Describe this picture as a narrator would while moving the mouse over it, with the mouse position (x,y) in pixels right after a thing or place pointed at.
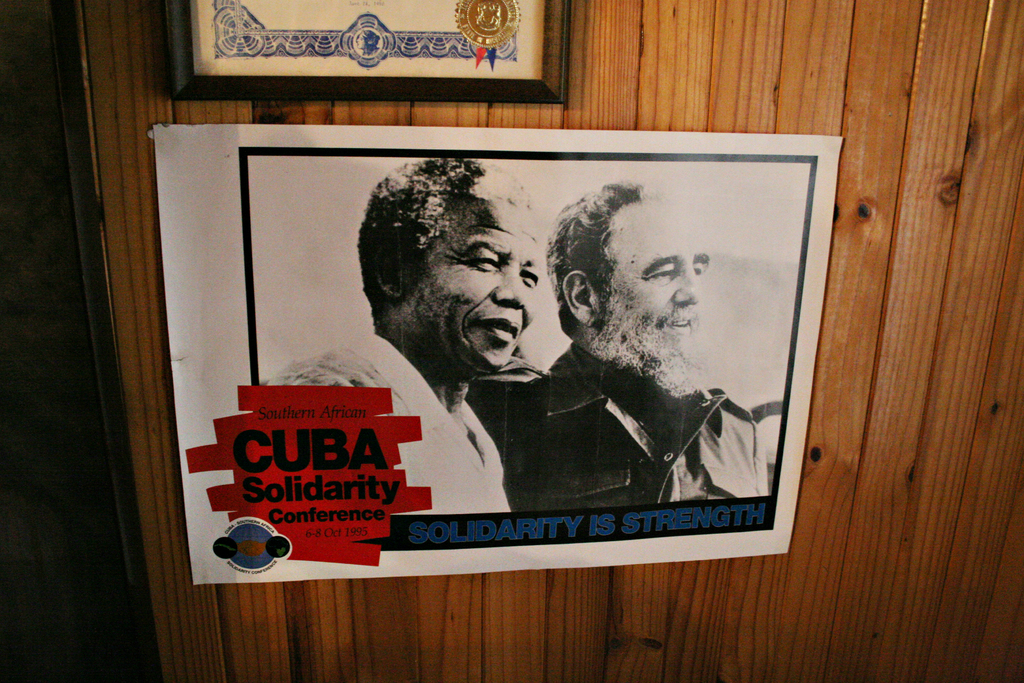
In this image I can see the paper (461,243) and the frame (429,85) attached to the wooden wall (886,189). In the paper (392,398) I can see two people (587,435) and something is written on it.
